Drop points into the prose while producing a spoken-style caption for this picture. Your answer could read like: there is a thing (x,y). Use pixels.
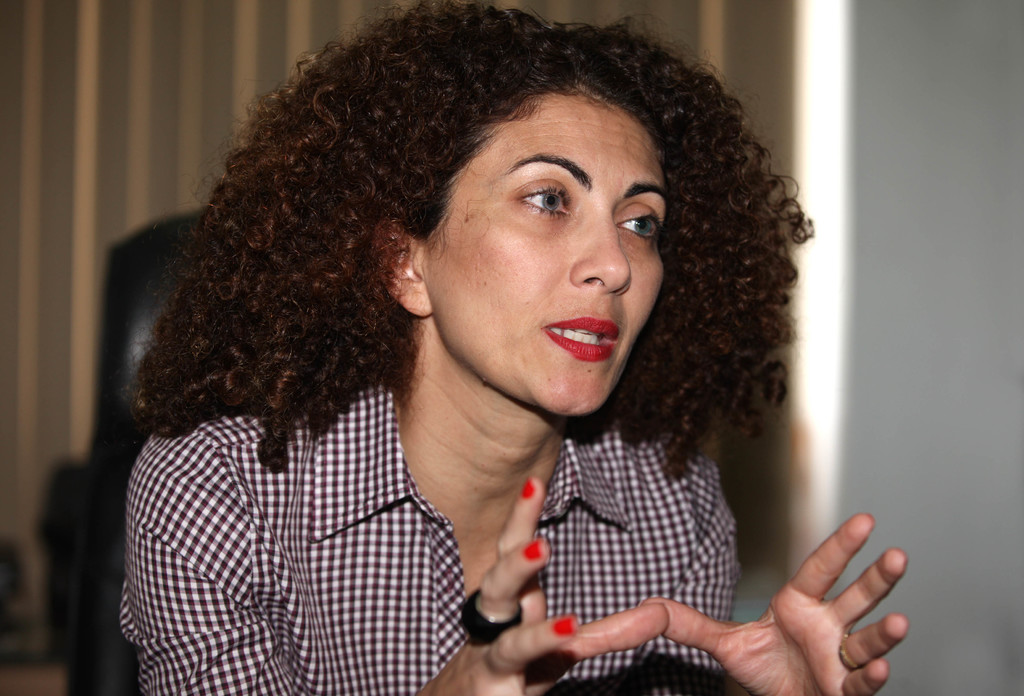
In this image we can see a woman (436,535) wearing a shirt (430,563) and a ring (492,618) on her finger (502,604). In the background (81,98), we can see curtain (72,38).
